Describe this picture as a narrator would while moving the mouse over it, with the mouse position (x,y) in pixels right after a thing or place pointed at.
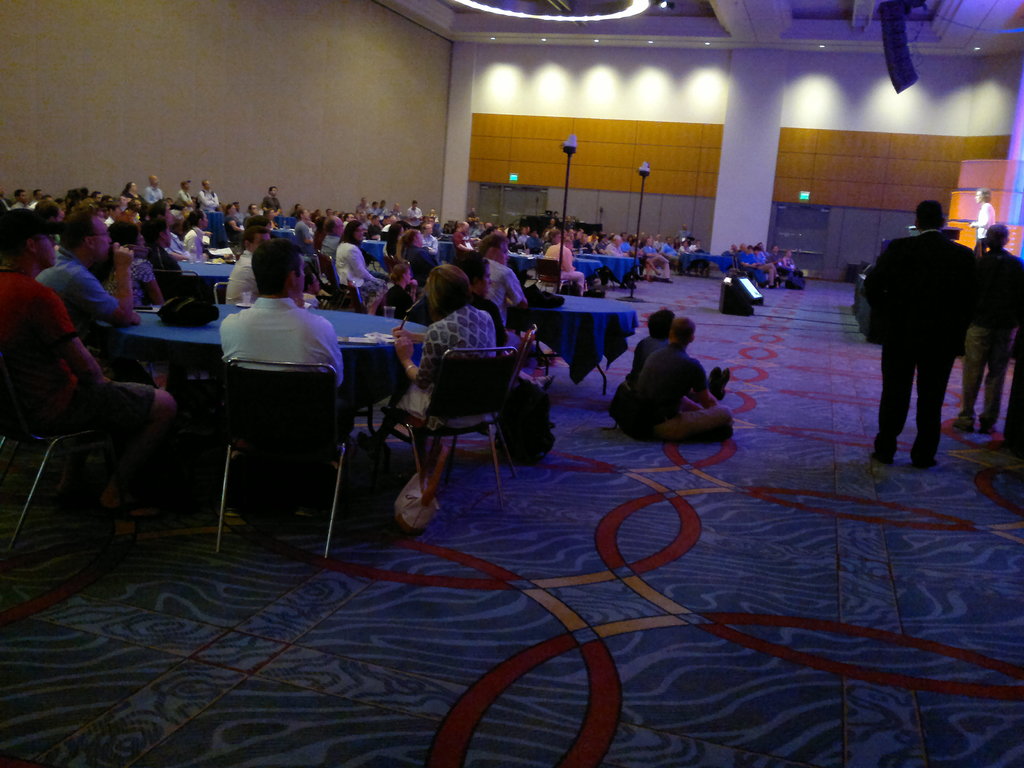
Here there are few people (435,300) sitting on the chairs (304,418) at the table (353,368). On the table (386,326) we can see glass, papers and a bag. There are two persons (665,390) sitting on the carpet (652,560) on the floor (842,379) and on the right (920,336) there are two men (918,354) standing and a woman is standing on the stage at the podium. In the background (577,157) on the left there are few persons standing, wall (709,142), glass doors (540,197), lights (662,2) on the ceiling (678,4), lights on the floor (371,544) and other objects (727,295).
